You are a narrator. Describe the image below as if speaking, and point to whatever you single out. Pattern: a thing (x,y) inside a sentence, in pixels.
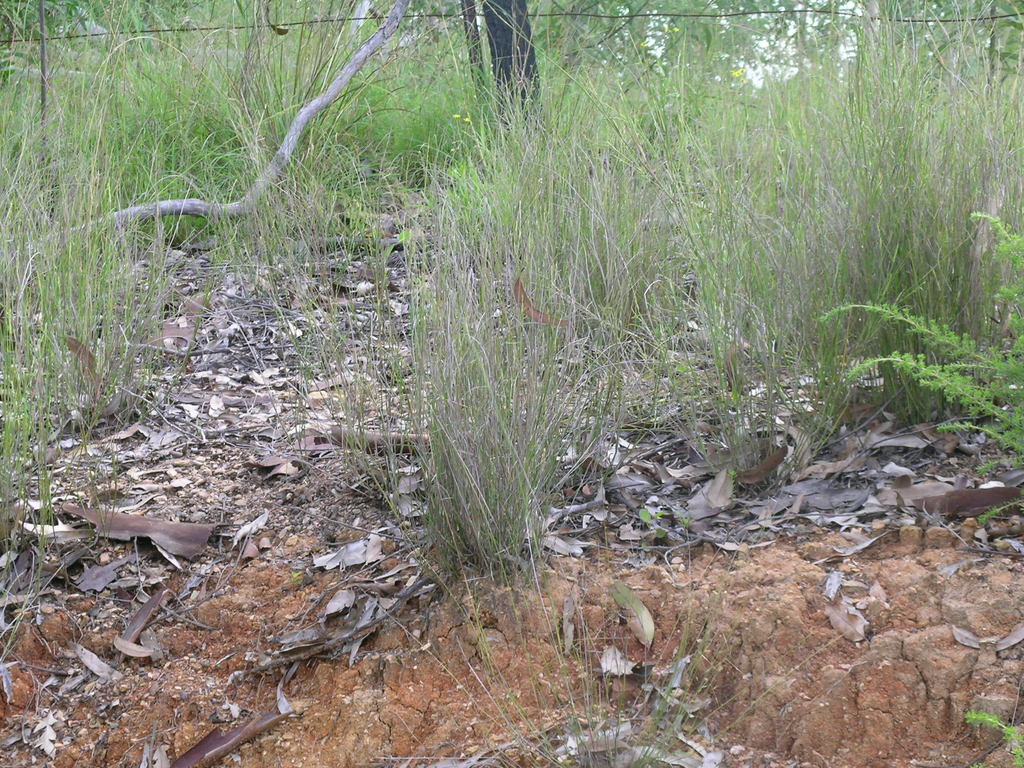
In this image, we can see some grass (568,301) and plants (599,411). We can also see the ground (263,433) covered with dried leaves (181,443) and mud (151,662). We can also see some wood (477,52) and wires (807,10).
